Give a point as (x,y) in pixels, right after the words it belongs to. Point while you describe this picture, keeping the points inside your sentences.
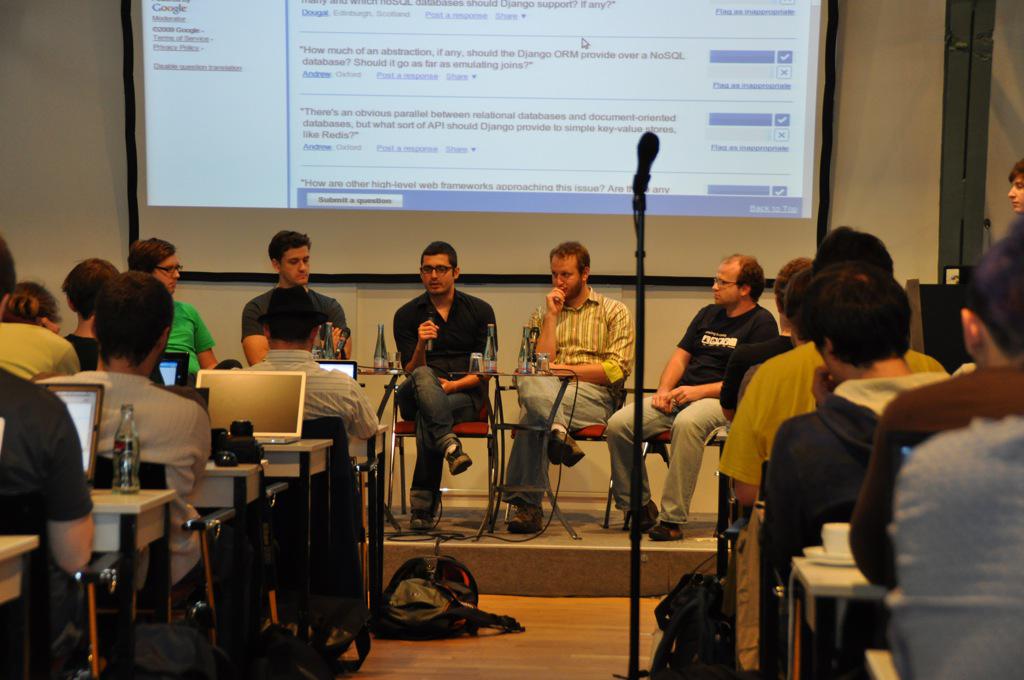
This is a picture of a group of people (78,364) who are sitting on the chairs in front of a desk (145,497) on which there are some laptops (235,411), water bottles (127,445) and there is a mike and a bag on the floor (490,644).
